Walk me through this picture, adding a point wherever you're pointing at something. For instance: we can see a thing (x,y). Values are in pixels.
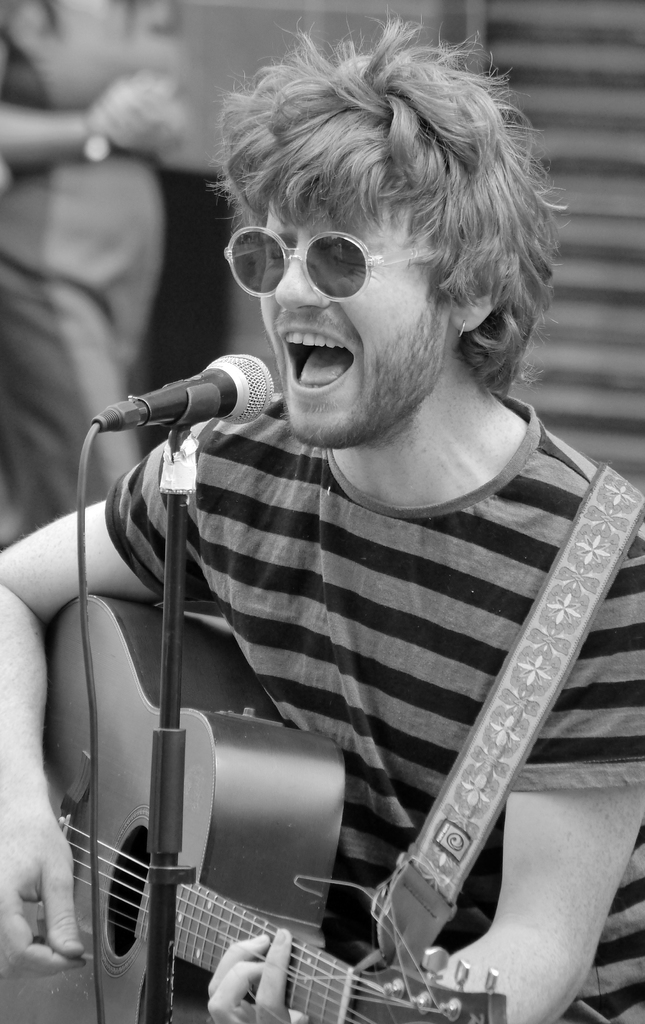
In this picture there is a man (391,531) playing guitar (235,787) and is also singing. He is wearing goggles (327,271) on the eyes (317,254) and ear ring (463,325) on the ear (472,322). At the background (93,211), there is a woman (110,235) who is wearing watch (88,152) on her wrist (85,133).
